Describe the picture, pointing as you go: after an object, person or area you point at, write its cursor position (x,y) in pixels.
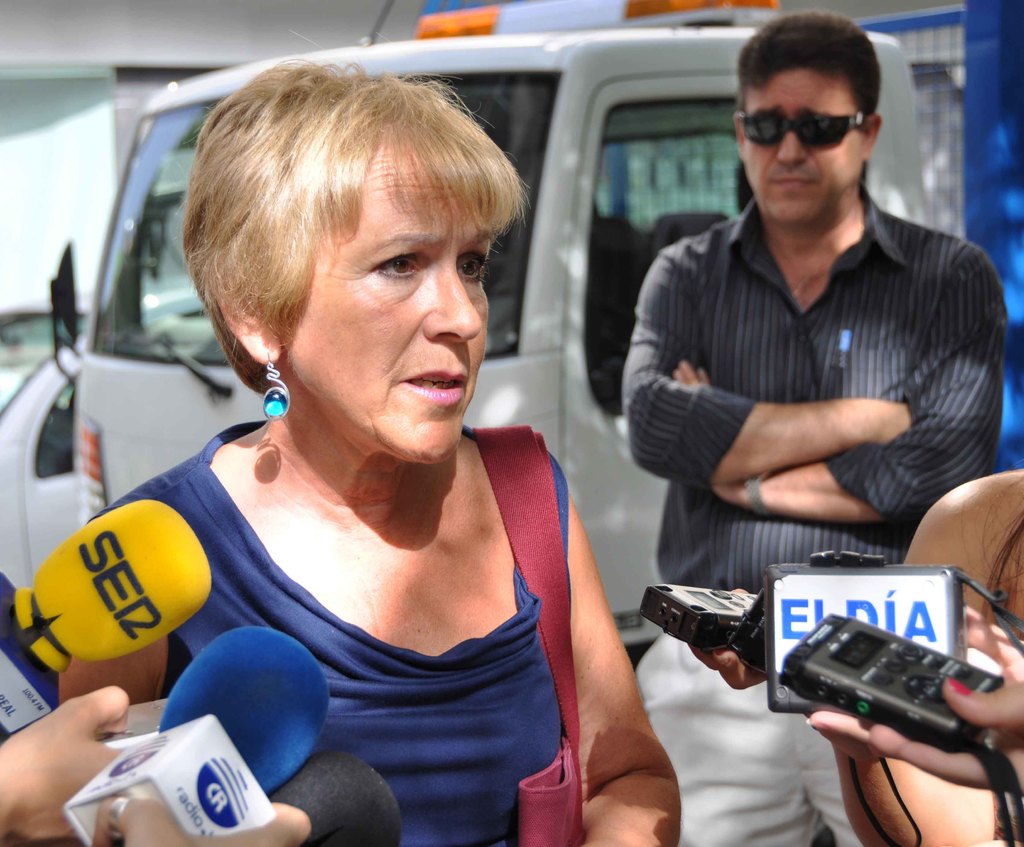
In the center of the image (497,542) we can see two persons (706,559) are standing and they are in different costumes (712,575). And we can see the left side person (373,121) is wearing a bag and the right side person (690,342) is wearing glasses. In front of them, we can see a few human hands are holding microphones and some objects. In the background (596,171) there is a wall (244,55), one vehicle (513,238) and a few other objects (1022,177).
